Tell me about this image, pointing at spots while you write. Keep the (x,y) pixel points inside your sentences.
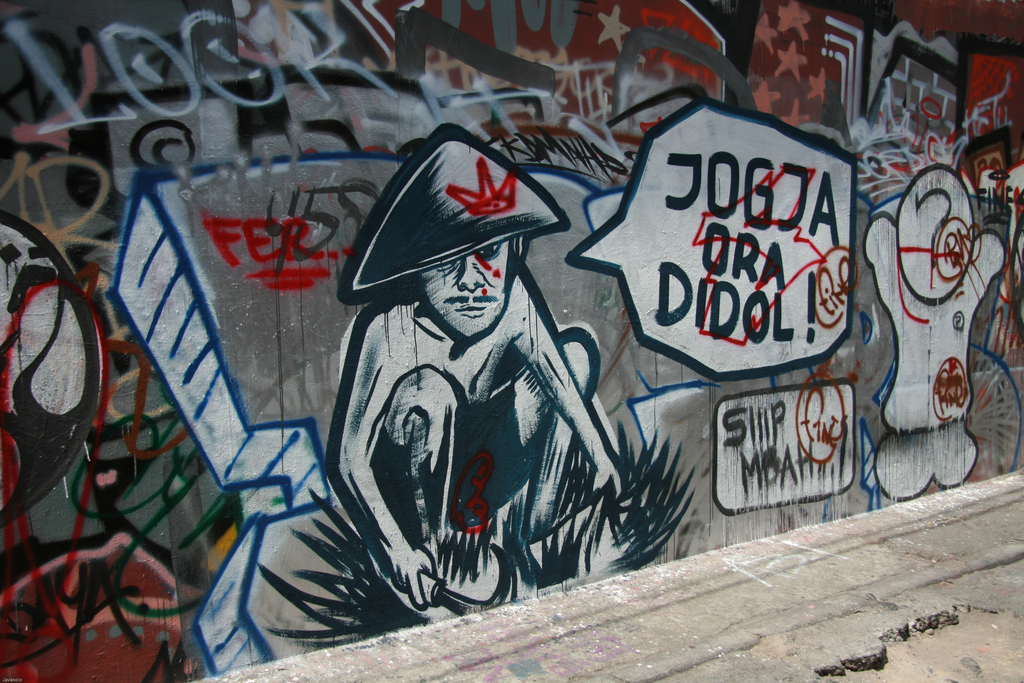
Here I can see a wall (551,537) on which I can see some paintings (465,349) and text (686,301). At the bottom (713,620) I can see the road (677,647).
